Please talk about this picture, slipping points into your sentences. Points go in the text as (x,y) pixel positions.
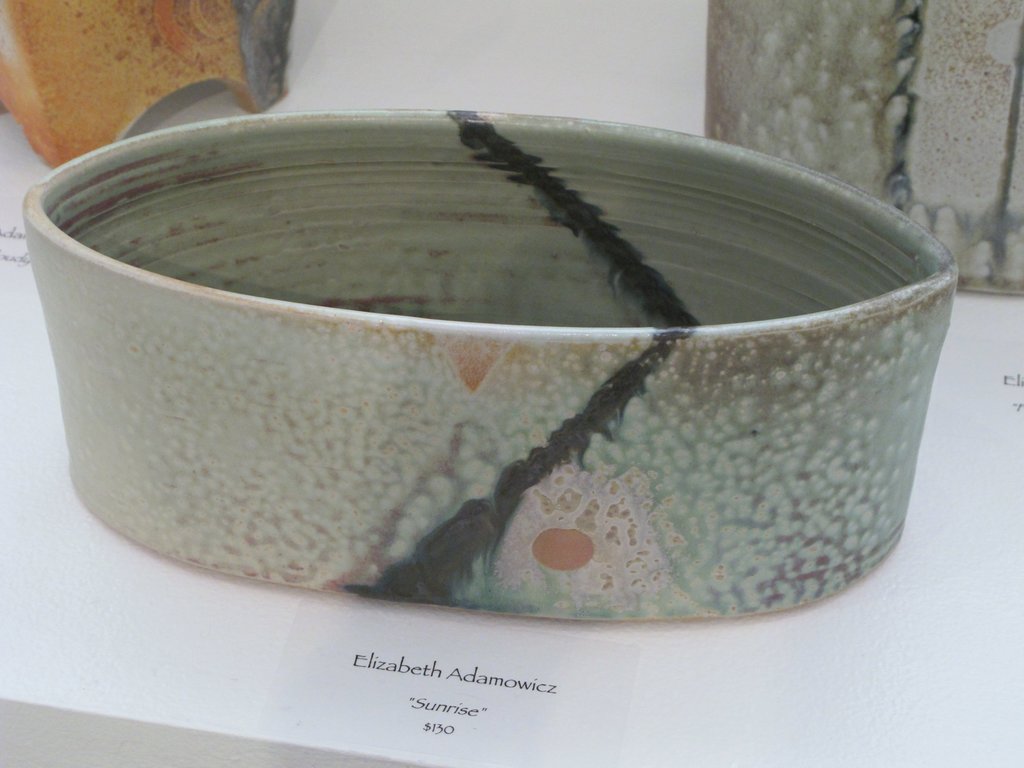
In this image, we can see few objects (569,438) and some information (457,669) on the white surface (19,394).
